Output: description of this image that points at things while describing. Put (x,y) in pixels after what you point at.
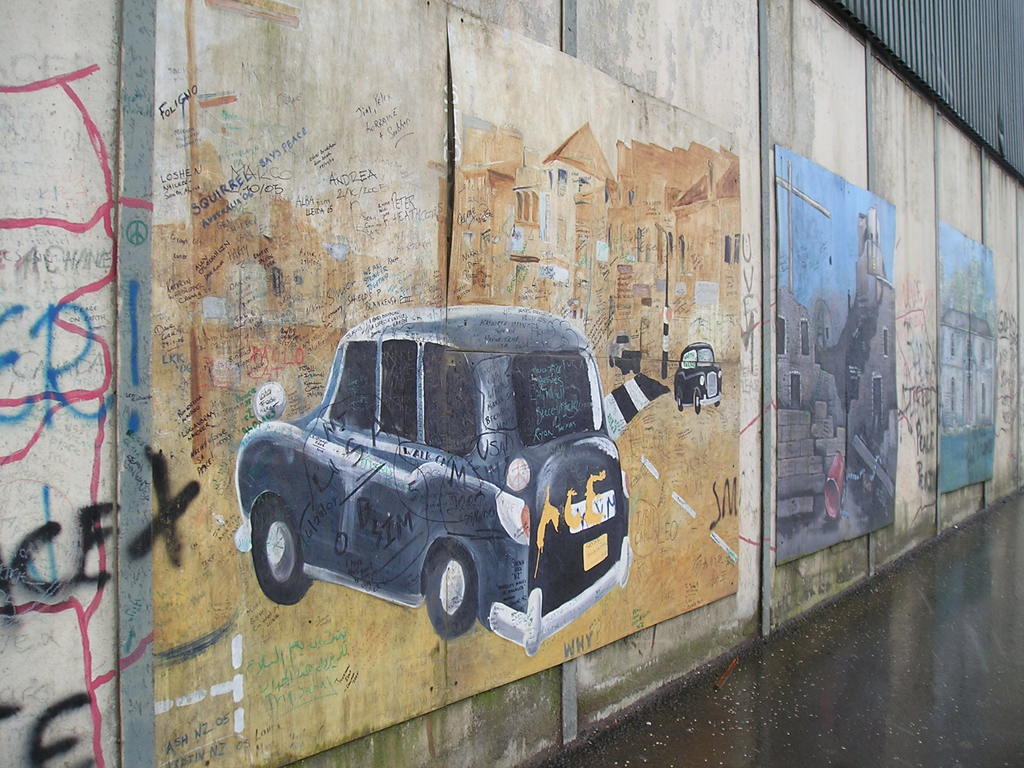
In this picture there are three paintings (733,335) on the wall (24,435). On the left (323,599) there is a painting (526,526) which showing car (564,429) and buildings (554,302). Beside that there is another painting (879,432) which showing the buildings (819,350), stairs (817,397) and sky (826,266). At the bottom (853,678) we can see the road (964,728) and water (842,747).
